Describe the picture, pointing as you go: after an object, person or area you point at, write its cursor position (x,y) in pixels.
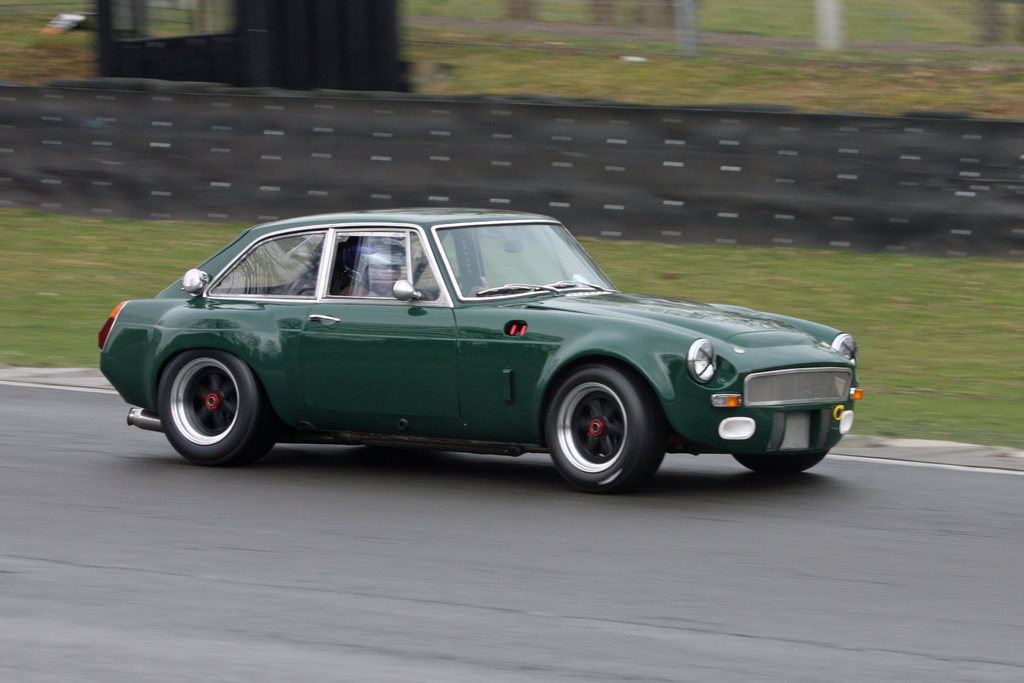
In the picture we can see green color car (569,260) is moving on the road (671,633). The background of the image (918,282) is slightly blurred, where we can see the grass (797,306).
